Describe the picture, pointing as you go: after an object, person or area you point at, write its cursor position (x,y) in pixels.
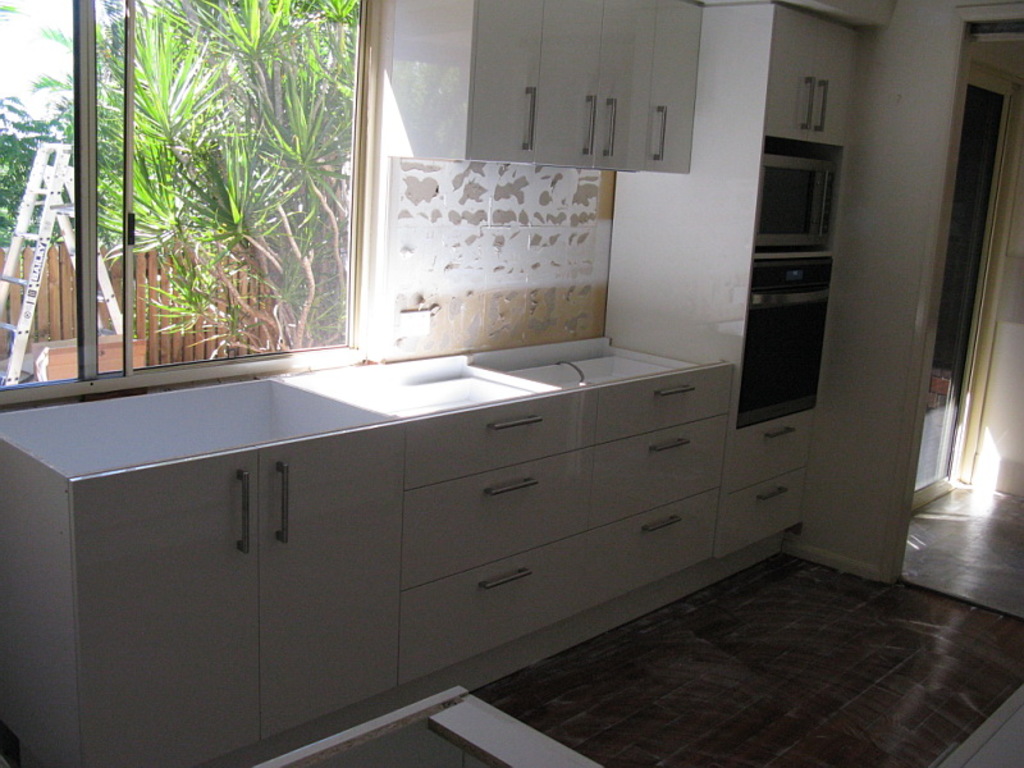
In the picture there are cupboards (333,460) and drawers (603,461), on the right side (780,348) there is an oven (775,283) and in the background (287,267) there is a window (185,232), behind the window (130,208) there are trees (225,157) and a ladder (69,159).
